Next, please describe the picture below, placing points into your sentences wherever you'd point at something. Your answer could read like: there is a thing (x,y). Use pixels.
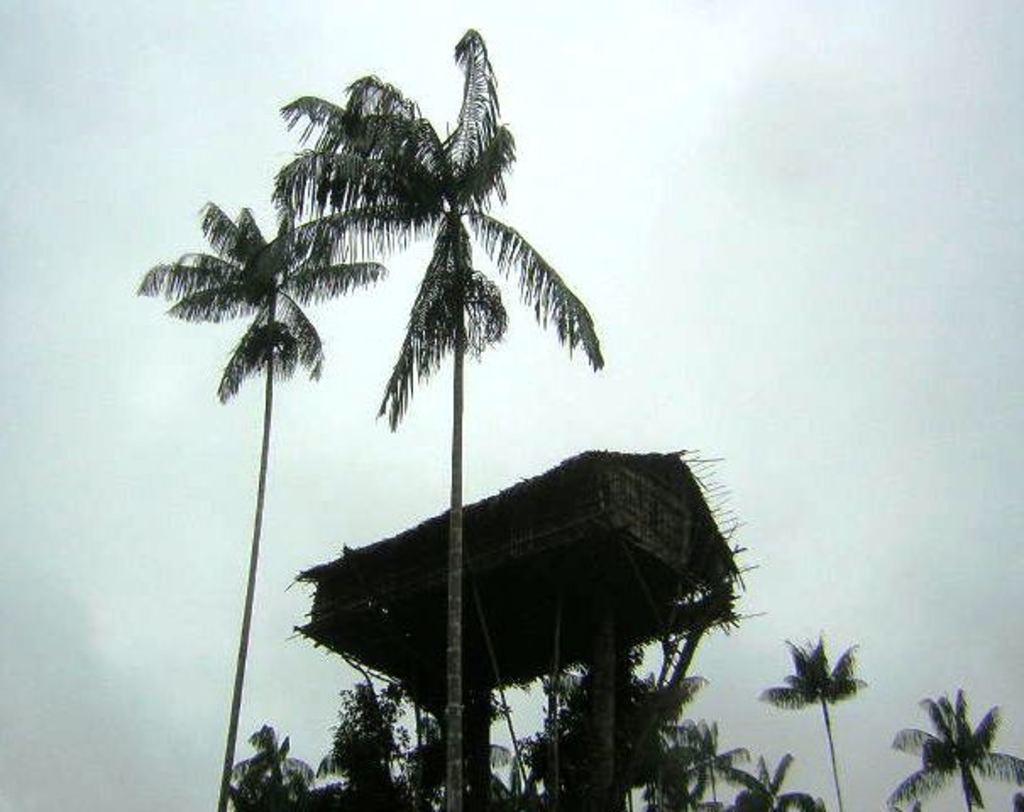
In this picture we can see few trees (684,654) and a tree house (470,543).
